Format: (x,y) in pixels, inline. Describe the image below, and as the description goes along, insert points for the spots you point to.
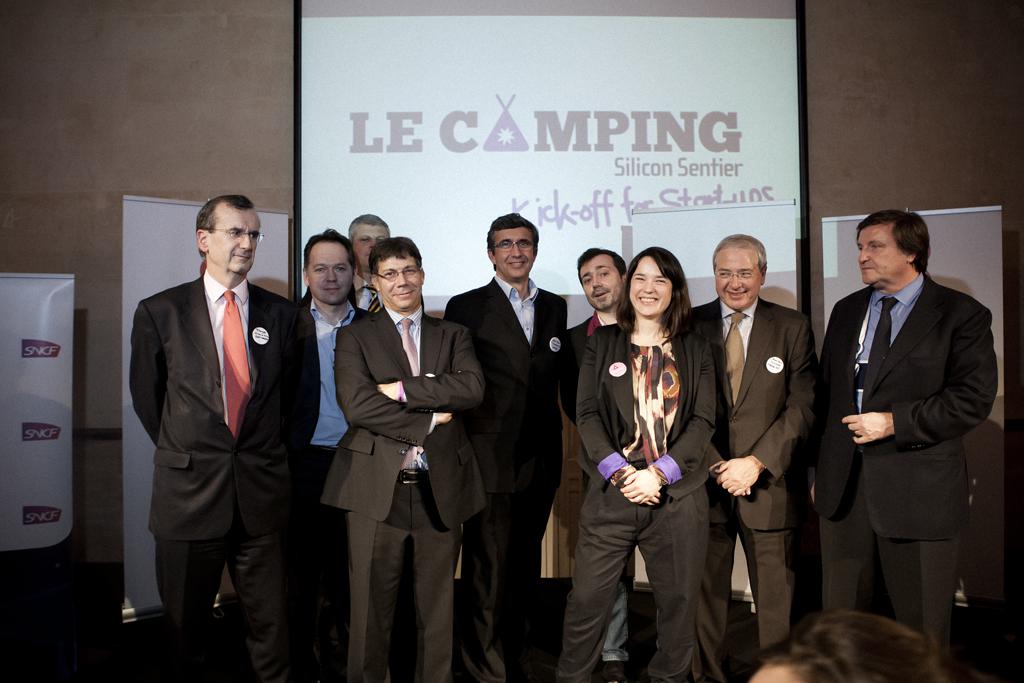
In the image we can see there are many people (603,373) standing, they are wearing clothes (719,399) and tie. This is a projected screen (590,146) and there are many posters (72,368), this is a white board (952,252).
